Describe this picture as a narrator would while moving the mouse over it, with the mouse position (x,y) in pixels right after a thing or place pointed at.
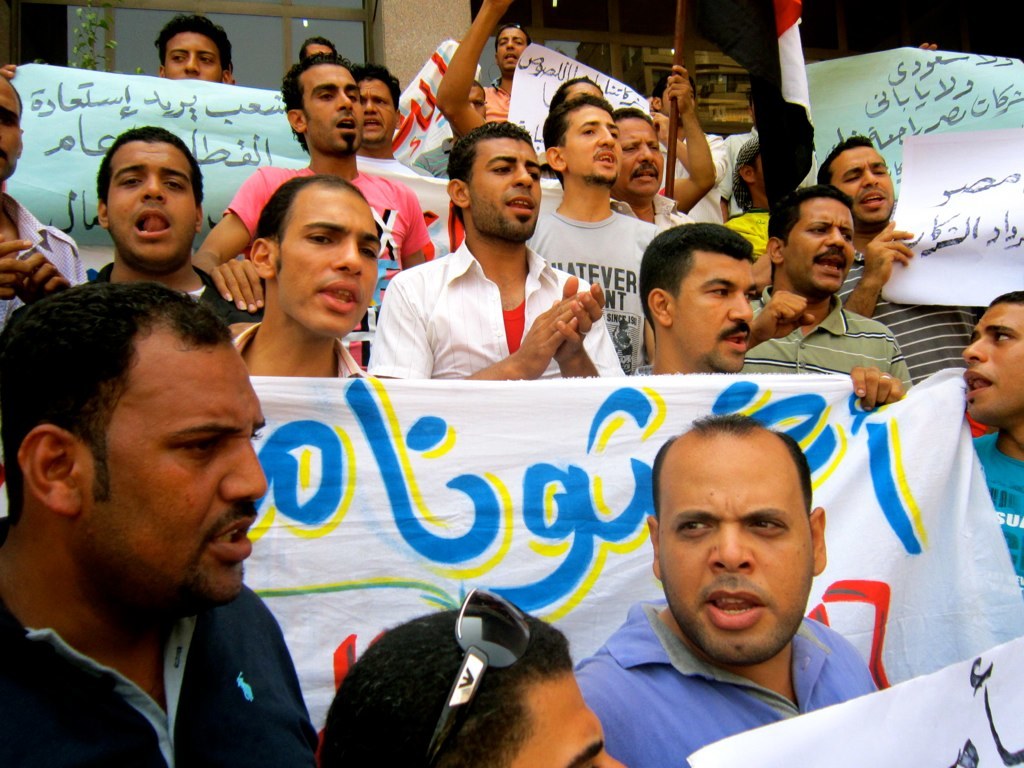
In this image we can see some people (567,276) holding clothes (609,583). We can also see a man (913,323) holding a chart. On the backside (248,68) we can see some windows (270,79) and plants (103,27).
